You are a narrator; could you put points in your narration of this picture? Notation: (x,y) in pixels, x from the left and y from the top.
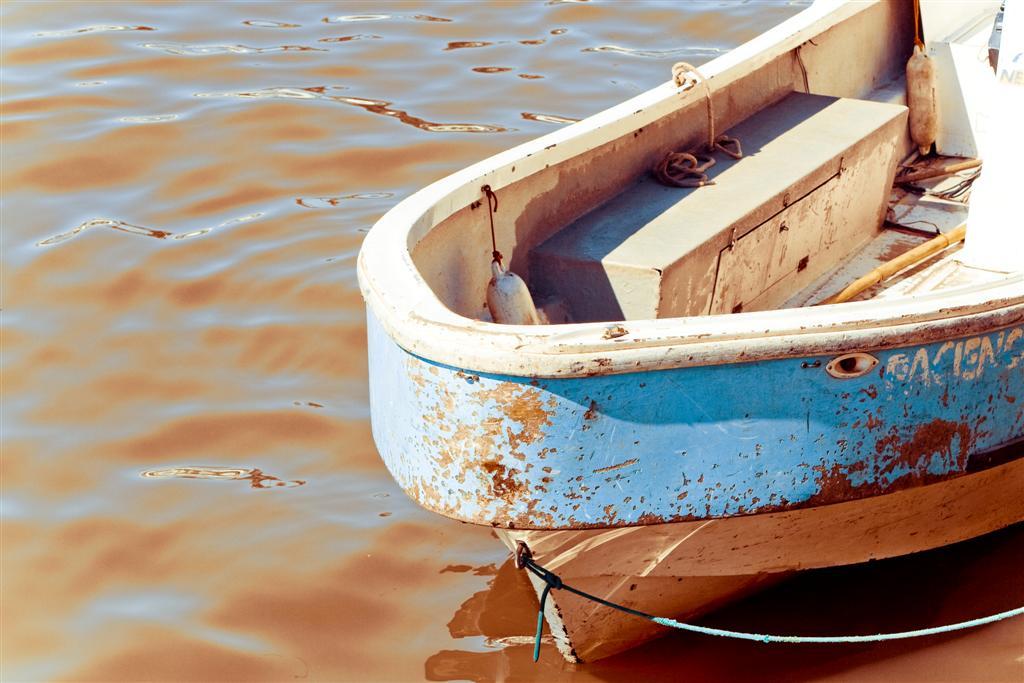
This image is taken outdoors. On the left side of the image (142,392) there is a river (141,420) with water (186,181). On the right side of the image (770,225) there is a boat (652,387) on the river (823,647). There are a few ropes (715,142) and there is a stick (861,282).
